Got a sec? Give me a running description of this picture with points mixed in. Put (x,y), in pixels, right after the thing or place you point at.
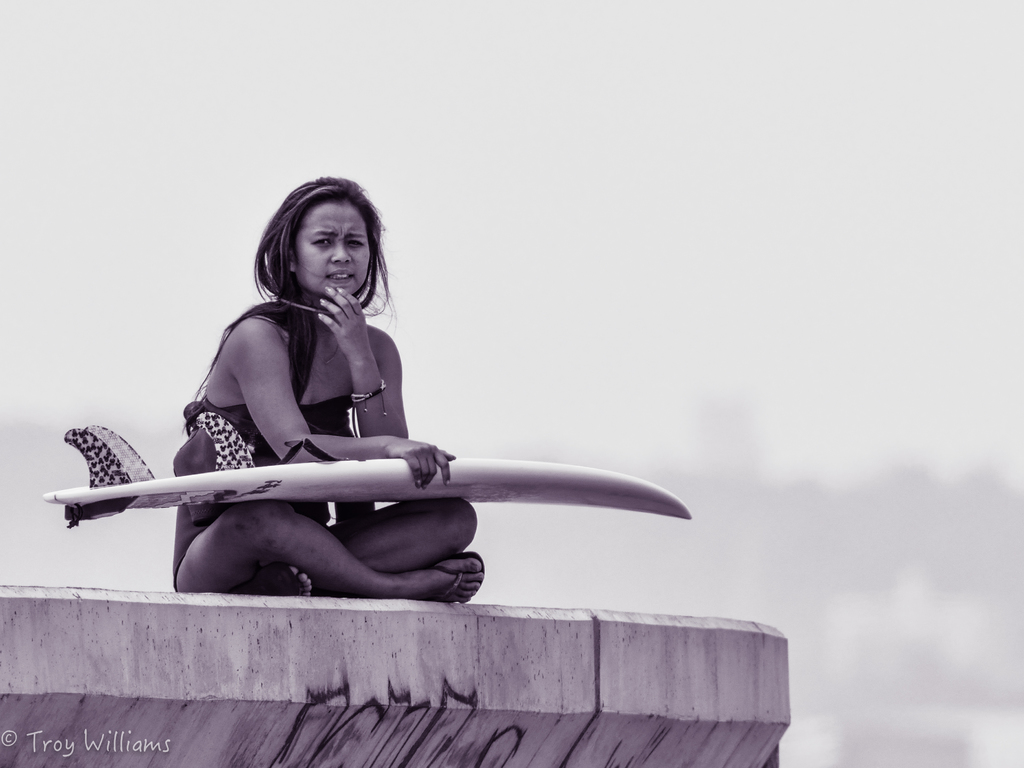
The picture might be taken on a shore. In the center of the picture (599,482) a woman (397,562) is sitting holding a surfboard (327,481). In the background (400,43) there is sky (771,114).
